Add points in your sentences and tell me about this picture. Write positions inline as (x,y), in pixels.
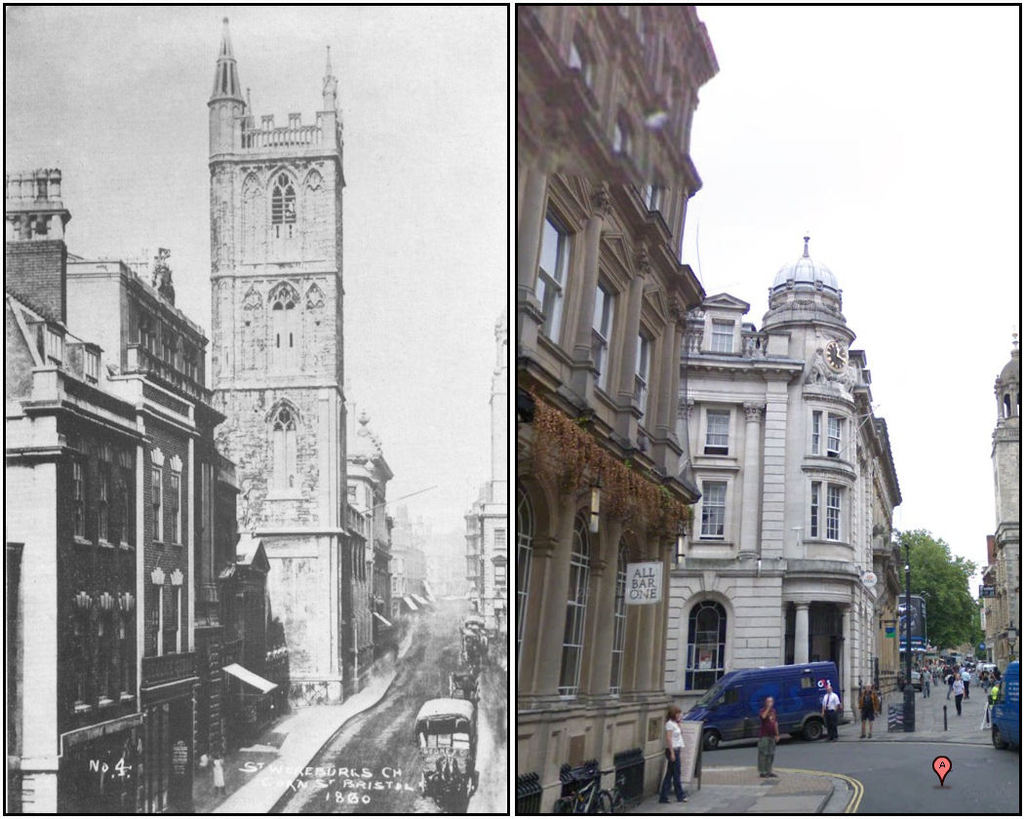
In this image we can see a collage picture of two images, on the image of left side (267,501) we can see a black and white picture of building (354,544) and a vehicle (447,719) on the road (372,741) and the sky (437,344) in the background (142,121) and on the image of the right side (699,498) we can see a color image of a few buildings (785,495), few people (958,674) standing near the building (565,367) on the pavement (765,790), bicycle (585,793) near the building (575,667), vehicles (803,688) on the road (901,756), trees (935,575) and the sky (901,214) in the background (884,253).
